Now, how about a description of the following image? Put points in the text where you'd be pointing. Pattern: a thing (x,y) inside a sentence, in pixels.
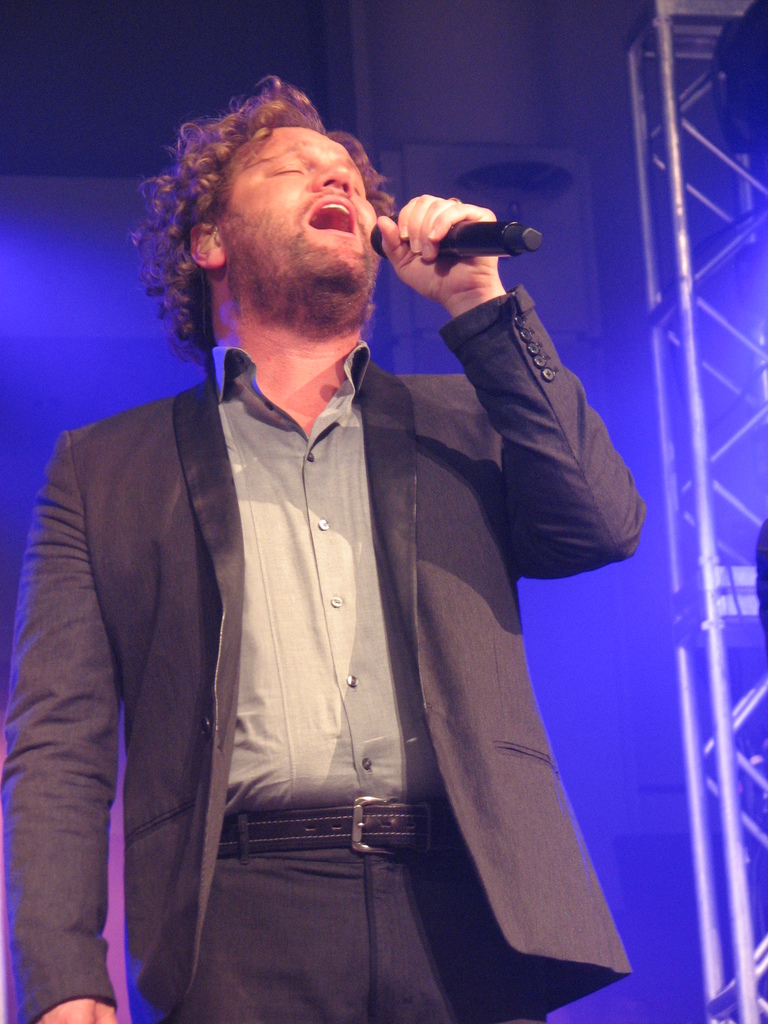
In this image, we can see a person (418,547) in front of the wall (74,325). This person (265,425) is wearing clothes (289,708) and holding a mic (444,242) with his hand (430,213). There is a metal frame (710,539) on the right side of the image (717,655).
